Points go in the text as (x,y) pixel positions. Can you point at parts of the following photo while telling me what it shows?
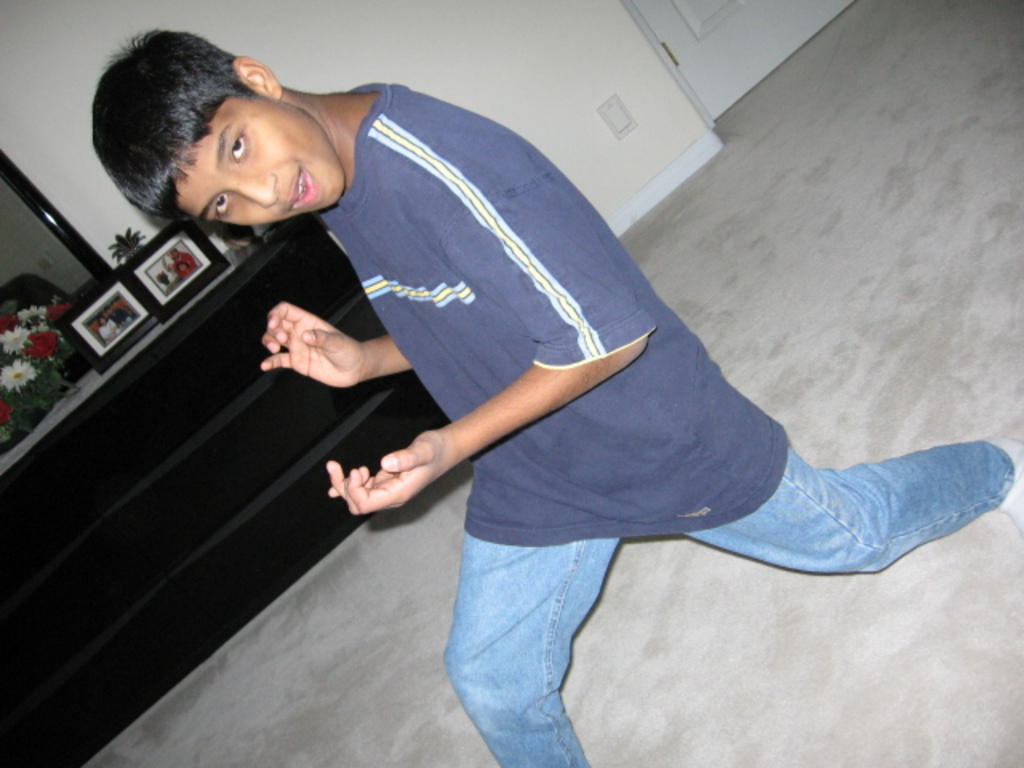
In this picture we can see a boy (496,352) on the ground (210,702). There are frames (100,320), flowers (6,341), mirror (21,299), wall (530,79) and a door (726,23) is visible in the background (745,5).
